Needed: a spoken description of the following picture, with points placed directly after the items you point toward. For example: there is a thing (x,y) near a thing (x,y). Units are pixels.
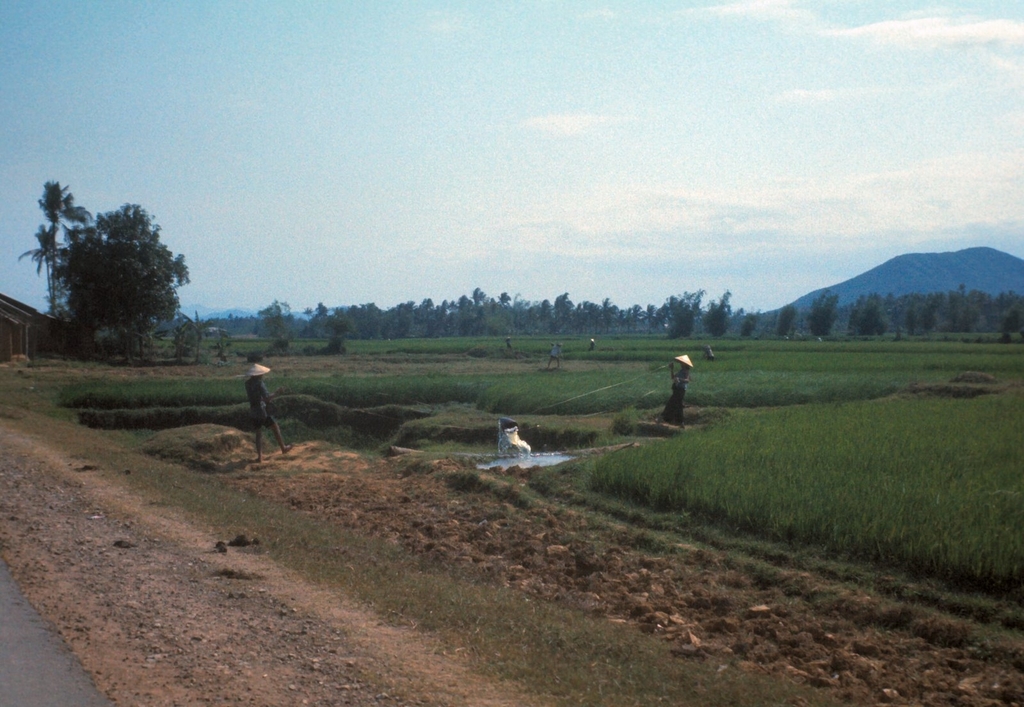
In this image there is a grass (418,372) on the surface (560,453) and there are few people (683,386) working in the fields (590,404). On the left side of the image (17,329) there is a shed (15,323). In the background (472,314) there are trees (135,308), mountains (906,272) and the sky (447,158).
